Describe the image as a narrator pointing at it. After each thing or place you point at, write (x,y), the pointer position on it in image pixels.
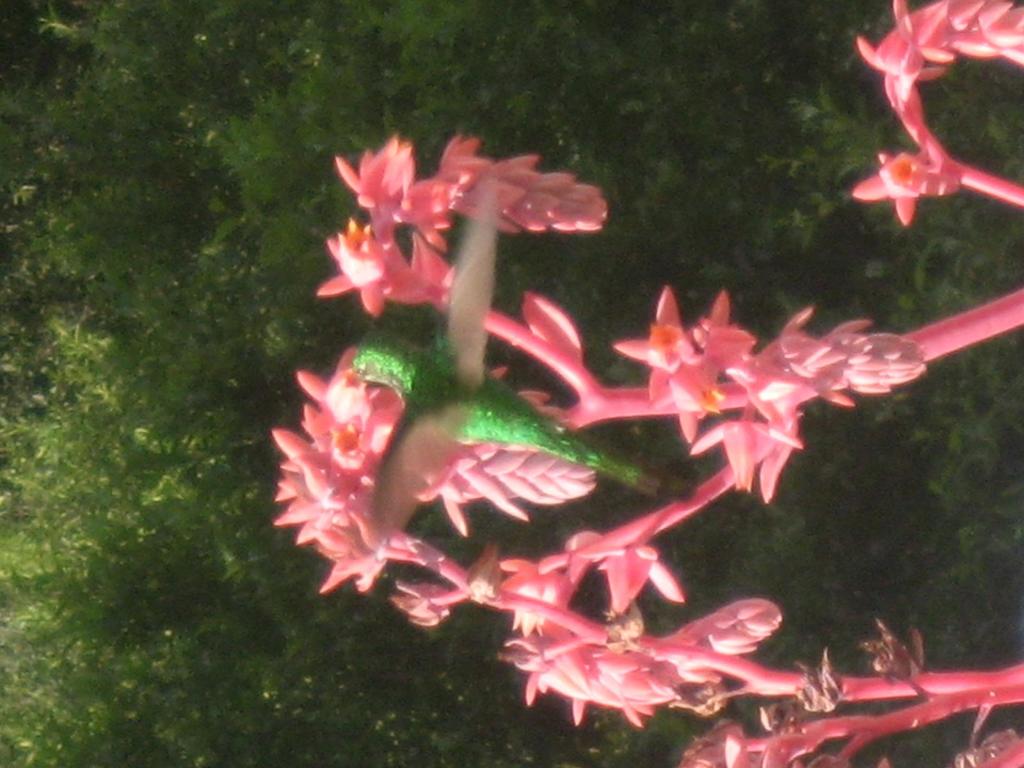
In the picture I can see a bird (466,444) is flying on the flowers (628,569), behind we can see some trees (107,355).
